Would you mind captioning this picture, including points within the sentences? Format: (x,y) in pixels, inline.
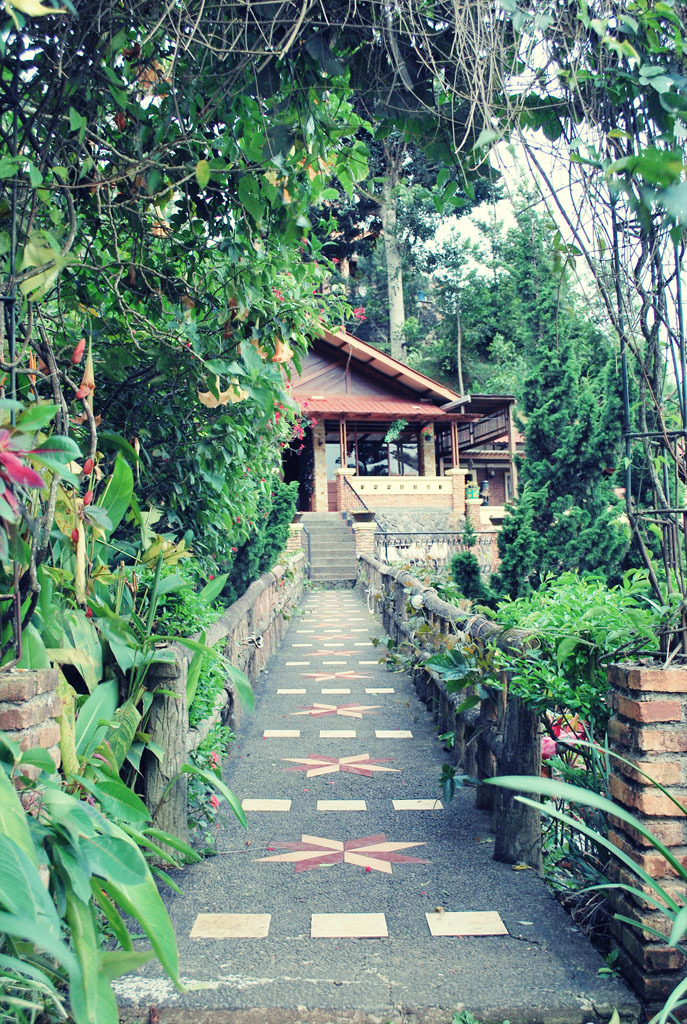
This image is taken outdoors. At the bottom of the image (338,853) there is a floor (320,747). In the middle of the image (362,452) there is a house (379,433). On the left (92,462) and right sides of the image there is a wall (52,690) and there are two fencing's (158,774) and there are many plants (133,619) and trees (674,86).
